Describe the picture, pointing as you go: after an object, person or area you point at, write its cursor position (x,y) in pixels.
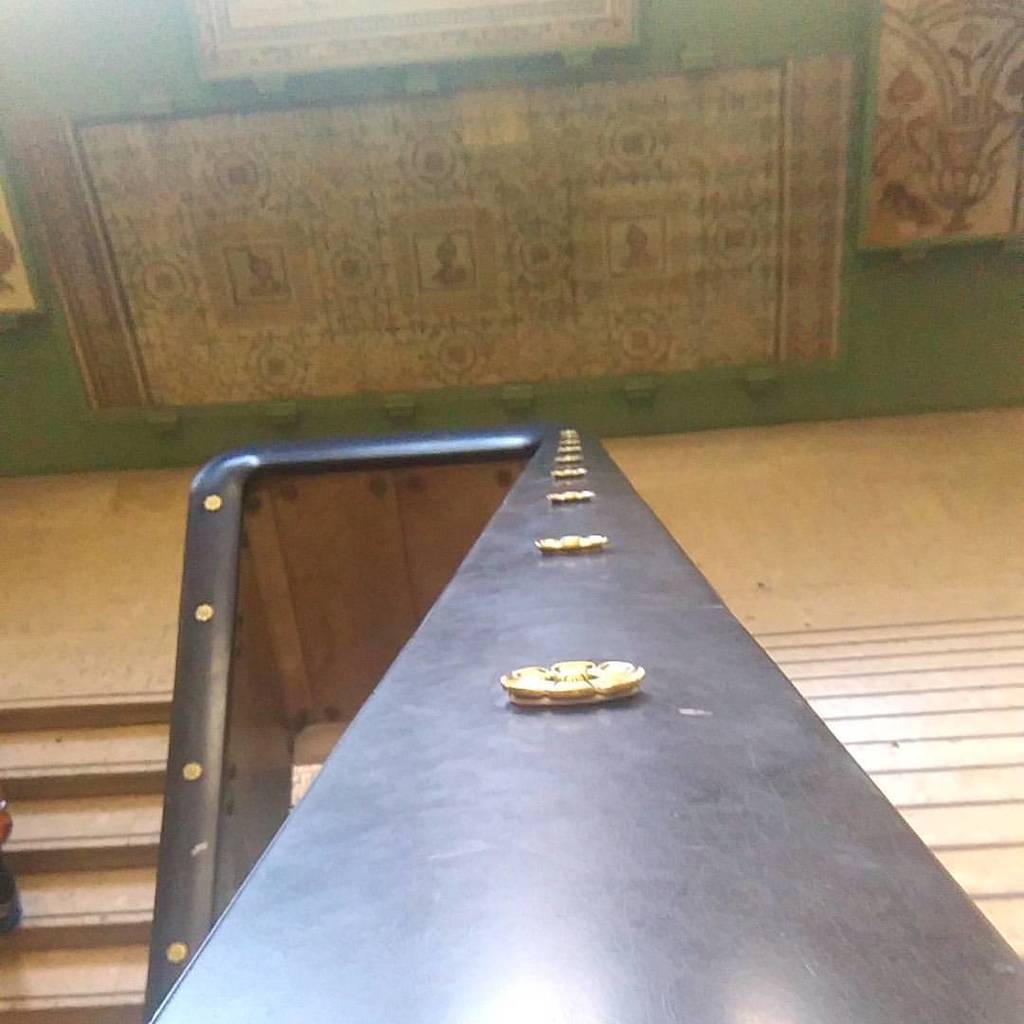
In this picture I can see the stairs (1006,761). In the center (622,479) I can see the railing (480,611). In the bottom left corner (5,872) I can see the person's leg (1,892) and hand (8,832). At the top (258,188) I can see the carpet (258,188) which is placed on the wall (492,65).
